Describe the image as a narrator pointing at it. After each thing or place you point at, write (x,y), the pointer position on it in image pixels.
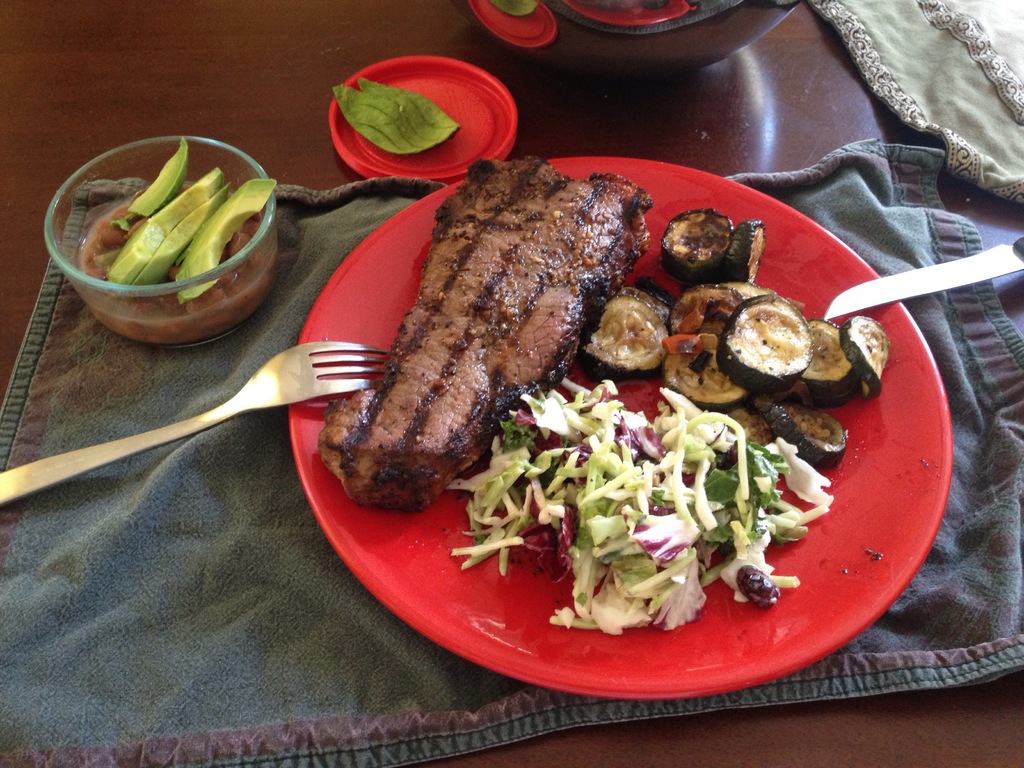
This is a zoomed in picture. In the center (439,381) there is a wooden table (748,100) on the top of which a platter (770,213) containing some food items (552,328) is placed and we can see a bowl of food (183,268) and a fork (284,387), knife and some other objects (976,95) are placed on the top of the table (913,749).
